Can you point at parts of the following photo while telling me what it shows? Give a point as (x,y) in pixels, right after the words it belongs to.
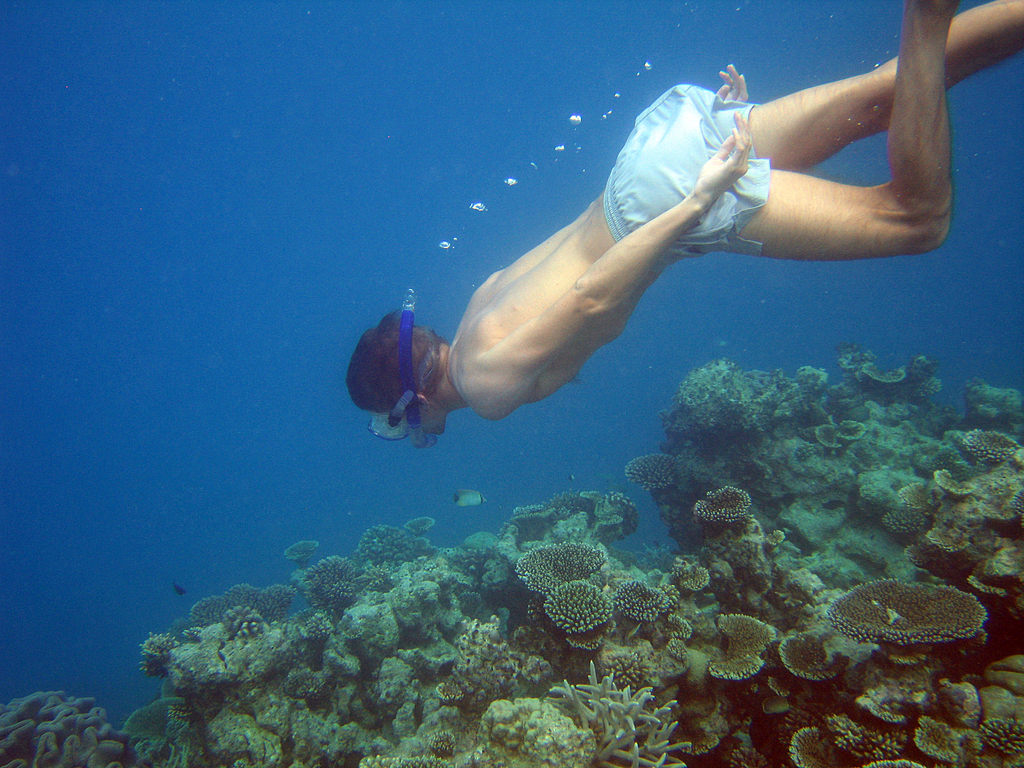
There is a person (527,266) swimming in the water (566,214) and wearing a snorkel (405,406). In the water (500,205) there are corals (591,598). Also there are bubbles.
